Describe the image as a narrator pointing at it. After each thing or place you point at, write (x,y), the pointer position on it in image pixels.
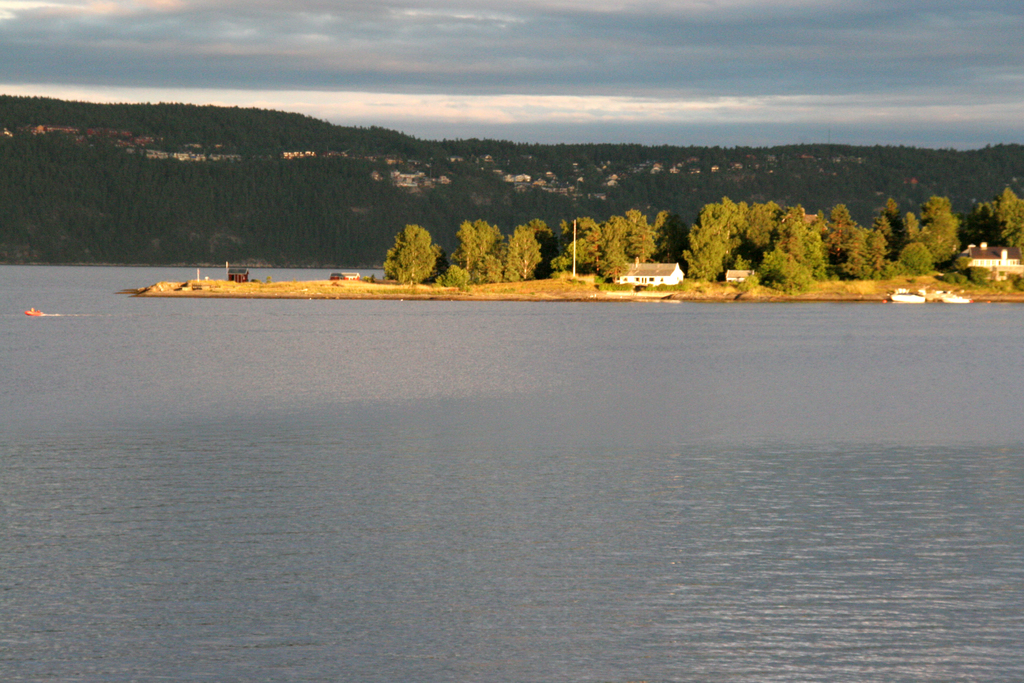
In this image we can see water (386,482), boats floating on the water (330,334), we can see houses (987,262), trees (719,266), hills (76,224) and the cloudy sky (538,101) in the background (649,27).
